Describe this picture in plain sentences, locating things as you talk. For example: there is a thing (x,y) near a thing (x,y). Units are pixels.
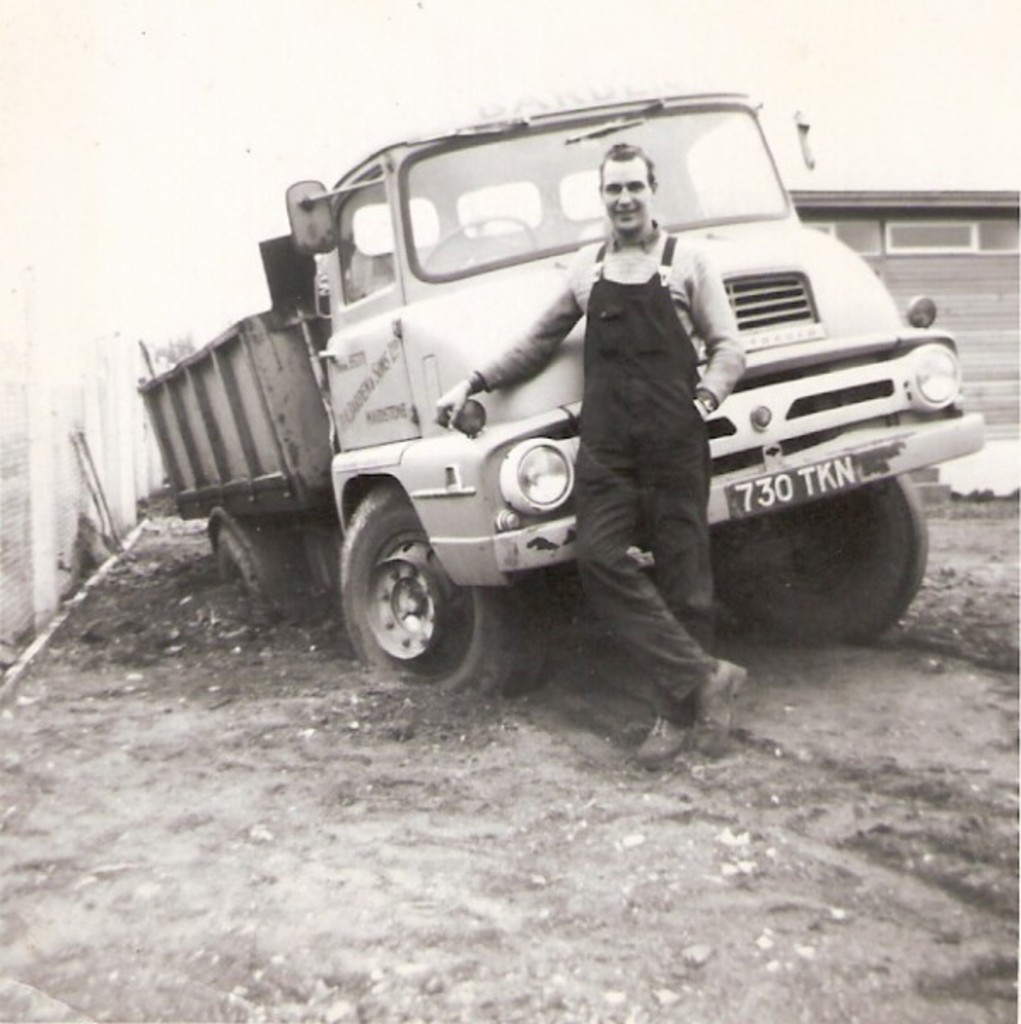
In this image, we can see a truck (497,481) and there is a man (611,488) standing in front of the truck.
